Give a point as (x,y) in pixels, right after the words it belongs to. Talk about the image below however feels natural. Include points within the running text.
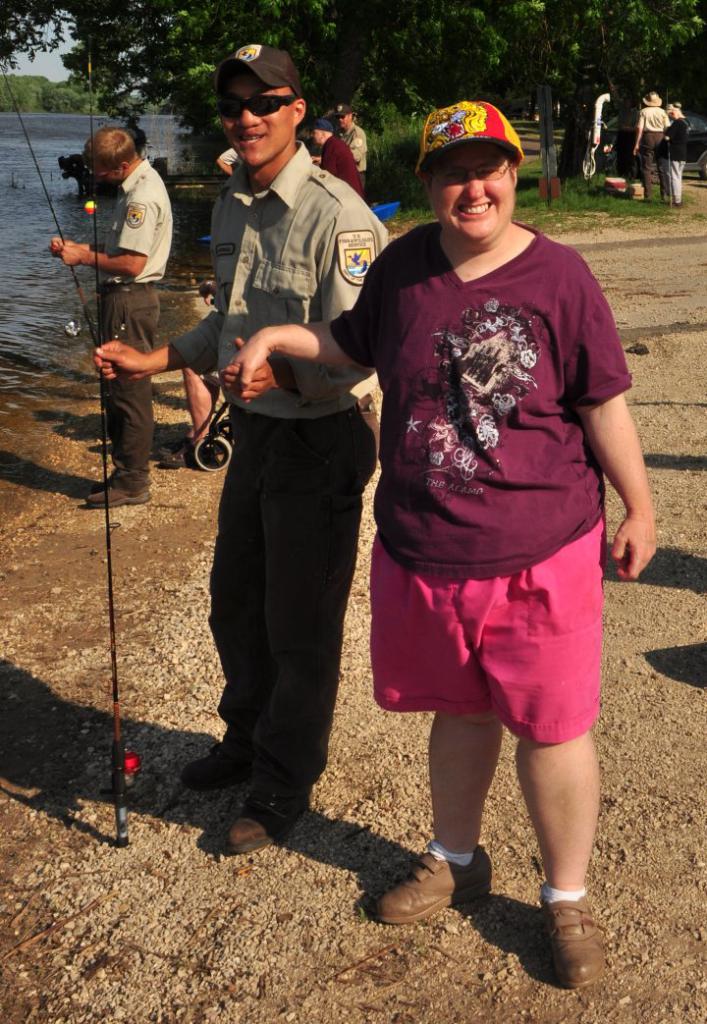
This image consists of few persons (491,653). In the front (324,677), we can see a man (333,585) holding a fishing rod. At the bottom (365,960), there is ground (327,948). On the left (20,243), we can see the water (61,217). In the background (372,96), there are trees (132,75).
